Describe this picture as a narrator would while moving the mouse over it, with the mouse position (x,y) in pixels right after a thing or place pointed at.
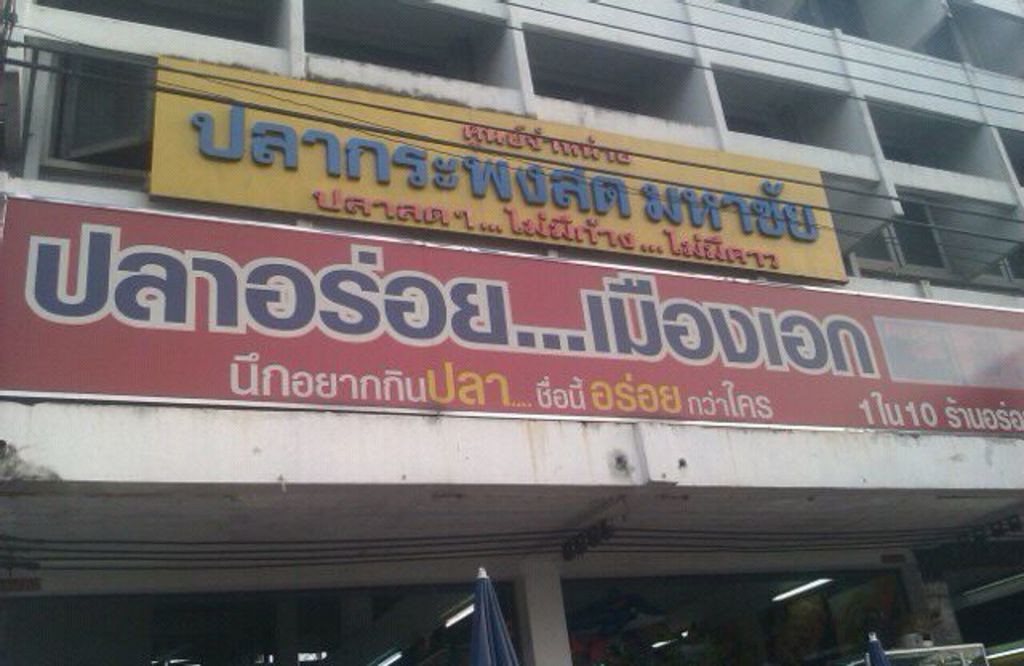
In the center of the image (417,334) there is a building (283,70) with name boards (532,358) on it. At the bottom (821,578) there are tube lights (795,589).
